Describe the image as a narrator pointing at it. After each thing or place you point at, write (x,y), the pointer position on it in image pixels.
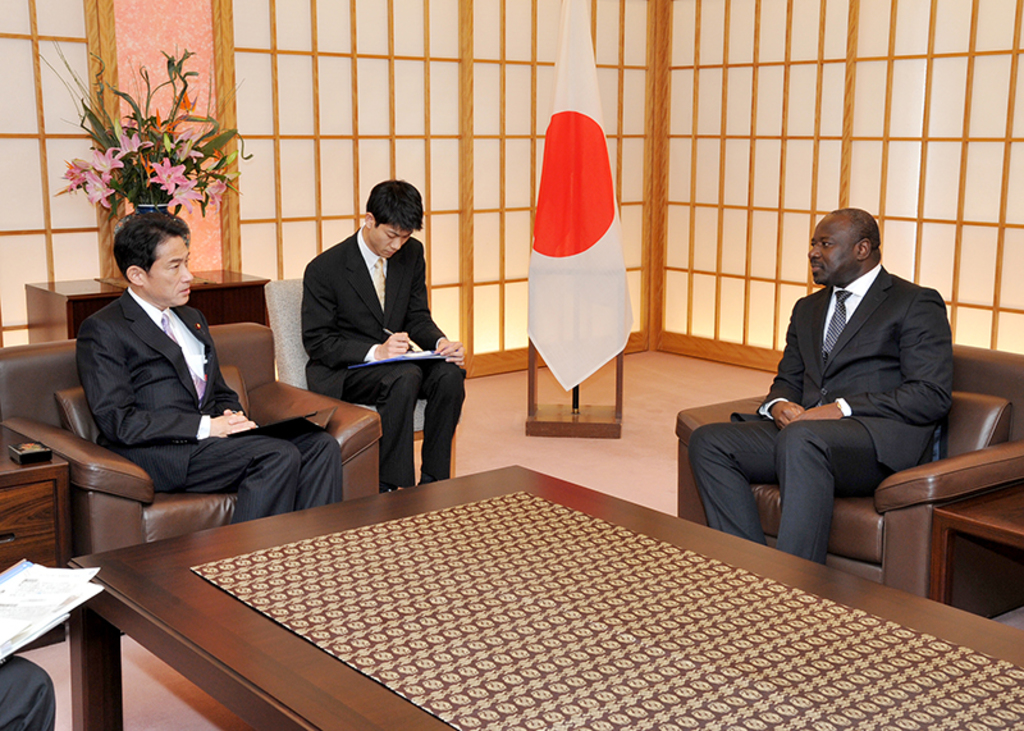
In this image I can see there are three people (160,387) who are sitting on the chair (266,400) wearing black suit (388,376), I can also see a flag (581,208), flower pot (199,170) on the table (245,294).
